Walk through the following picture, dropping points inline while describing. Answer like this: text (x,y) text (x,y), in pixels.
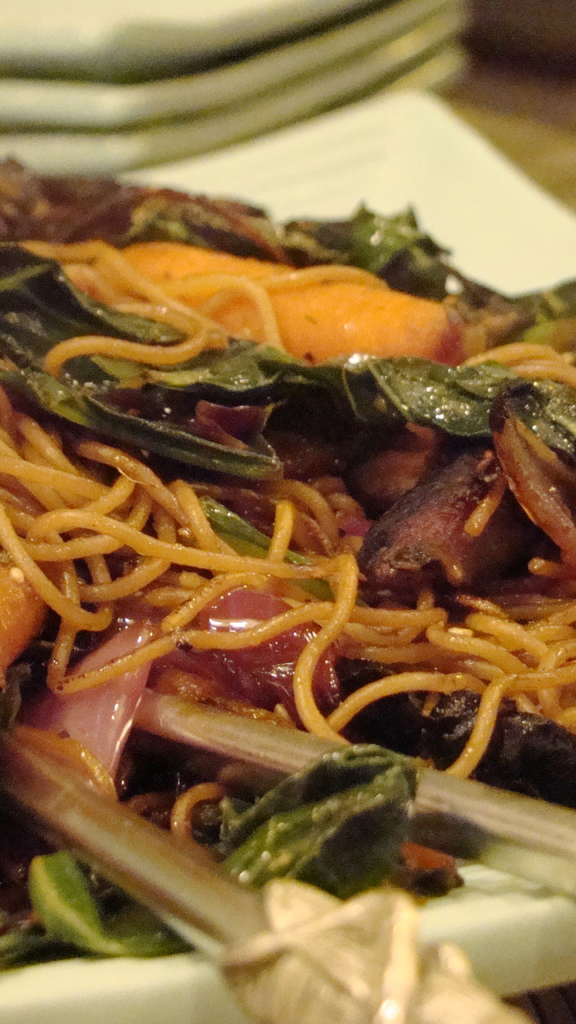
In this image we can see food item (213,577) in a plate (206,963). Also there are chopsticks (209,880). In the background (223,60) there is an object (166,69) and it is blurry.
